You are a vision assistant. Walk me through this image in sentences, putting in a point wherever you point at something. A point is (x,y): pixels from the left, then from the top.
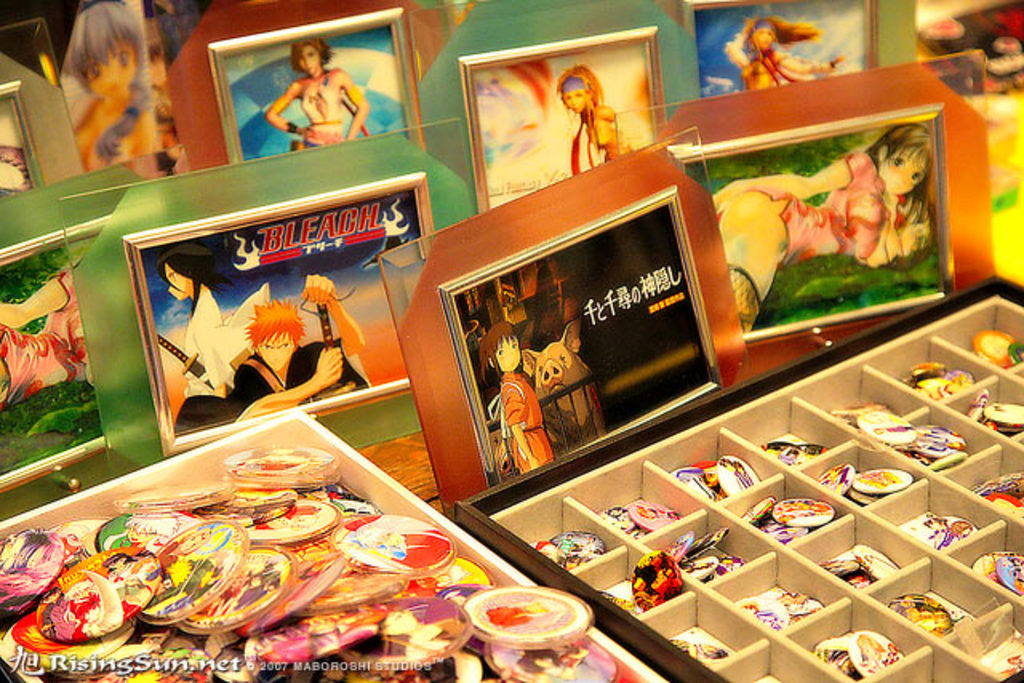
In this image we can see some photo frames (488,343), a tray of badges (435,545) and a box (738,649) placed on the table (433,493).
